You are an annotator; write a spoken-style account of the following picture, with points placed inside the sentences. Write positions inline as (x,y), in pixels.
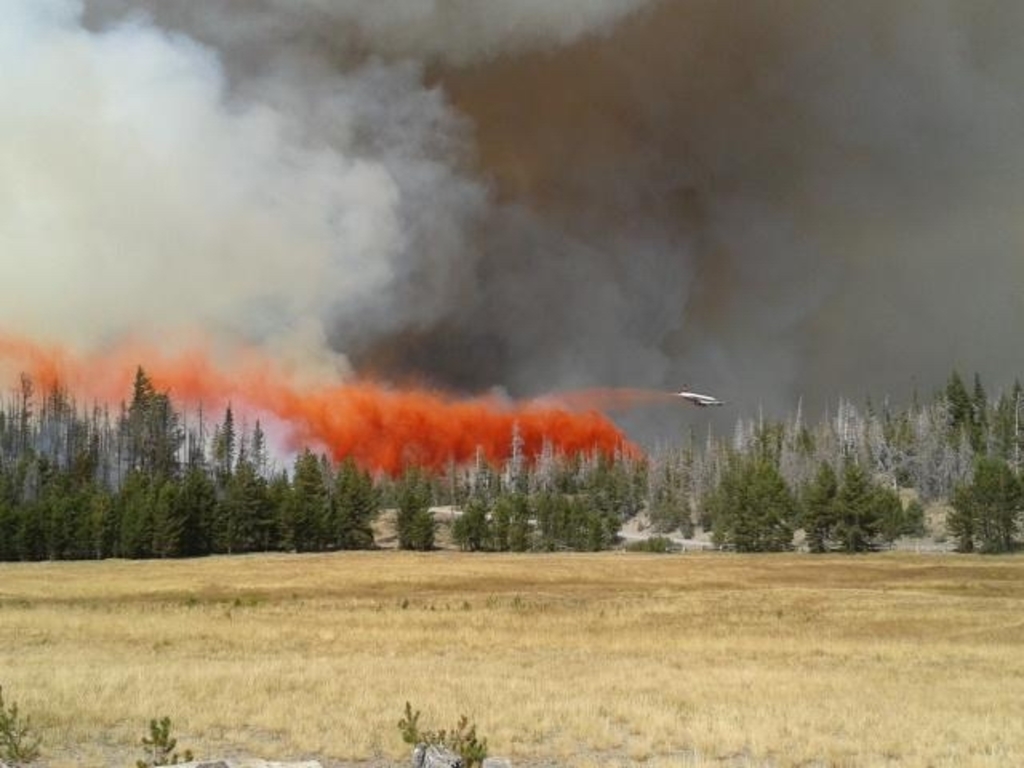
In this picture we can see many trees (772,517) and some trees (584,461) are burning. On the left (255,221) we can see smoke (109,147). Here we can see a plane (706,399) above the trees (695,441). On the top right corner (893,1) there is a sky (880,69). On the bottom (409,617) we can see grass (666,627).
